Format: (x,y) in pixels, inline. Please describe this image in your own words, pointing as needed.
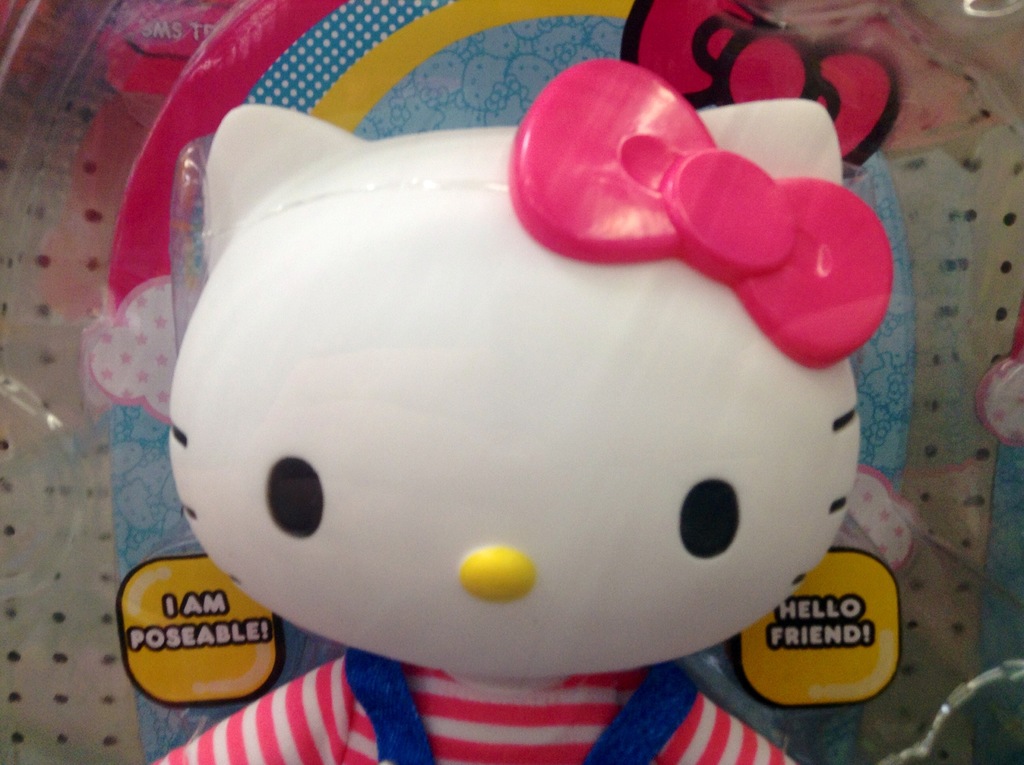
In the picture I can see a toy (482,405) and some other objects (193,663). In the background (173,638) I can also see something written (206,634) on the object (244,609).
